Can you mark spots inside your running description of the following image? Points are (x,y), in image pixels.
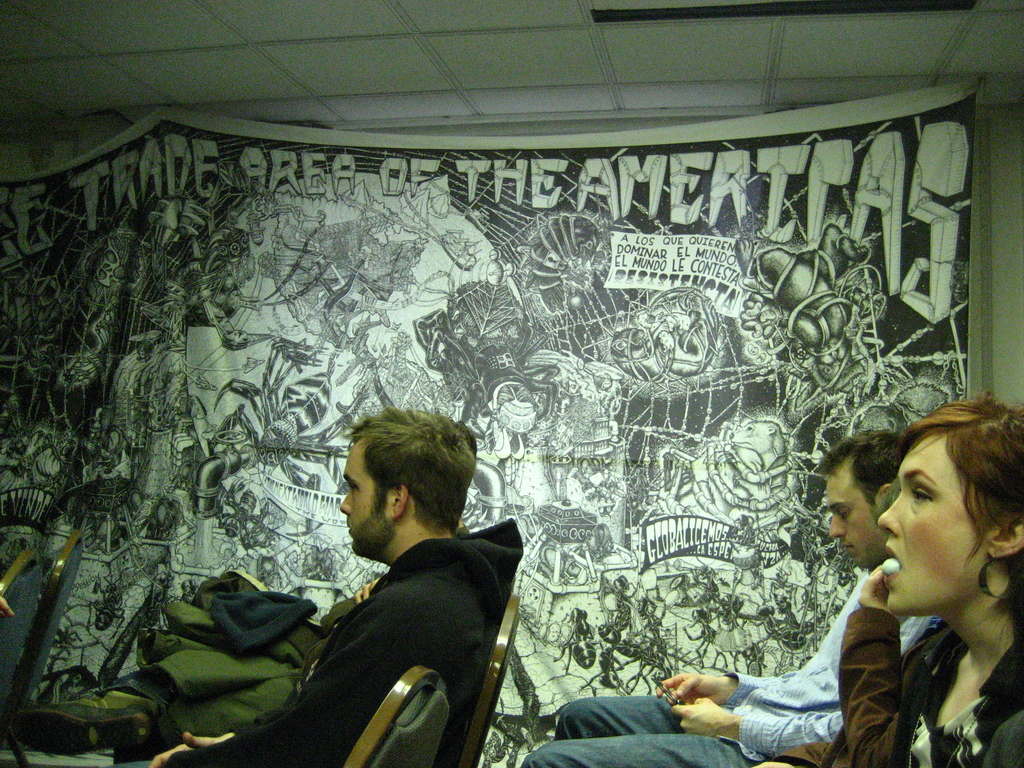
In this image we can see few people (442,649) sitting on the chairs (434,686) and there is a banner (425,386) with images (455,372) and text (138,169) hanged to the wall (983,289).
